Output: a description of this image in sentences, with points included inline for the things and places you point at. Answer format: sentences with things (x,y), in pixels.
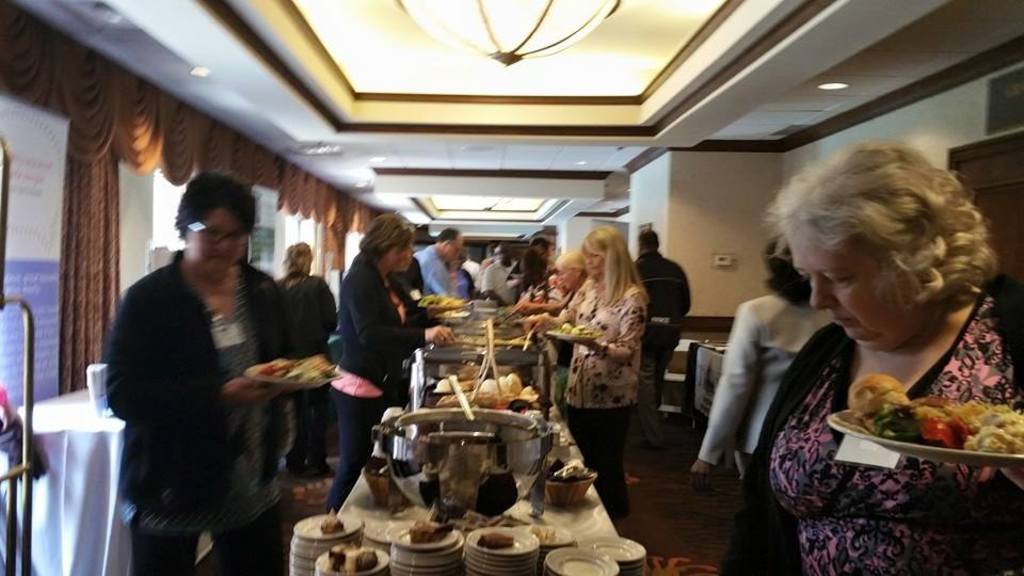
In this image i can see few people (387,309) standing and holding plates (967,453) in their hands (554,326), on the table (514,516) i can see few plates (432,547), few bowls (505,439) with food items (515,399) in them, In the background (162,224) i can see curtains (96,223), windows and the ceiling (453,121).
